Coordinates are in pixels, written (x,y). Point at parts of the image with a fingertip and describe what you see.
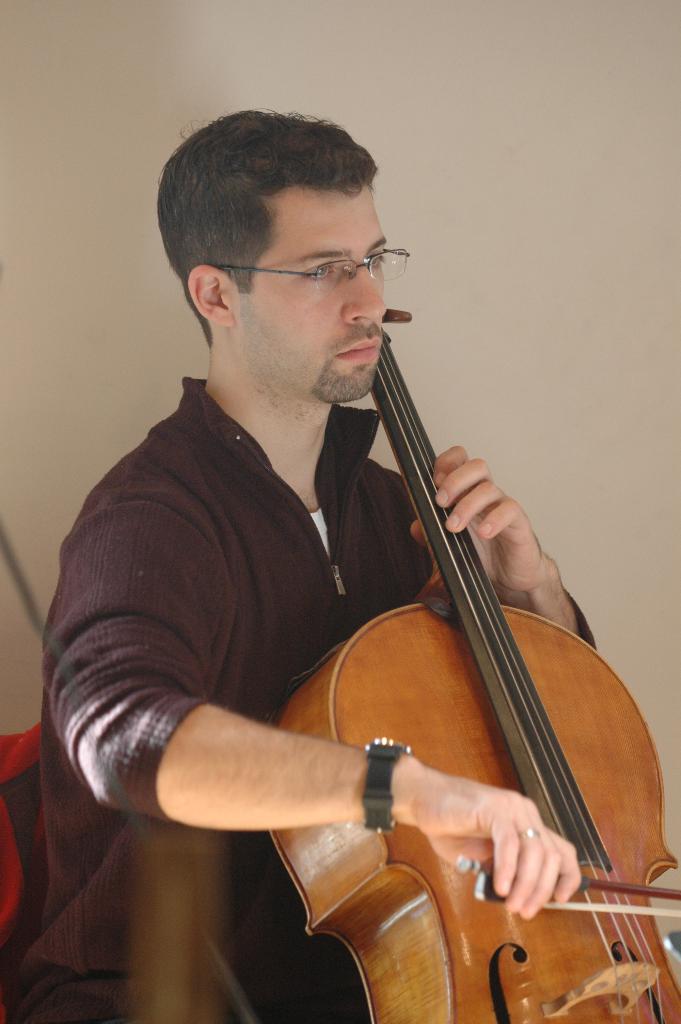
In this image in the center (305,583) there is one person (192,476) who is holding a cello (417,738) and playing, and in the background (173,97) there is a wall (173,97) and some other objects (25,749).
